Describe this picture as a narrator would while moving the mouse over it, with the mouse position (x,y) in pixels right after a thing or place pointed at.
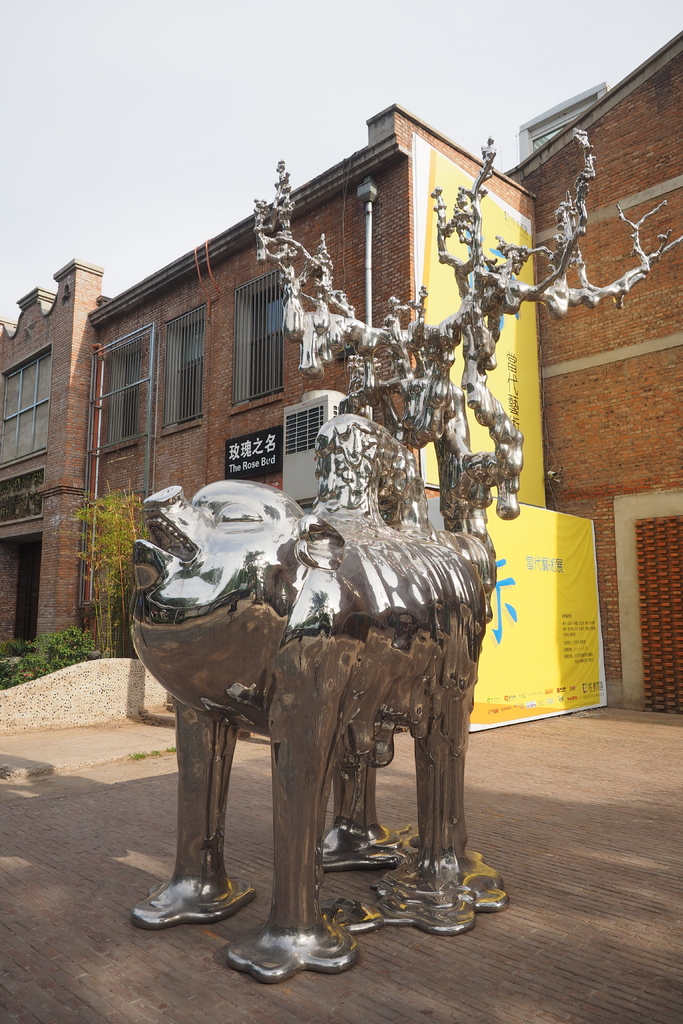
In the center of the image (278,648) there is a statue (353,702). In the background (587,476) there are buildings (558,483), board (540,504) and sky (207,132).
